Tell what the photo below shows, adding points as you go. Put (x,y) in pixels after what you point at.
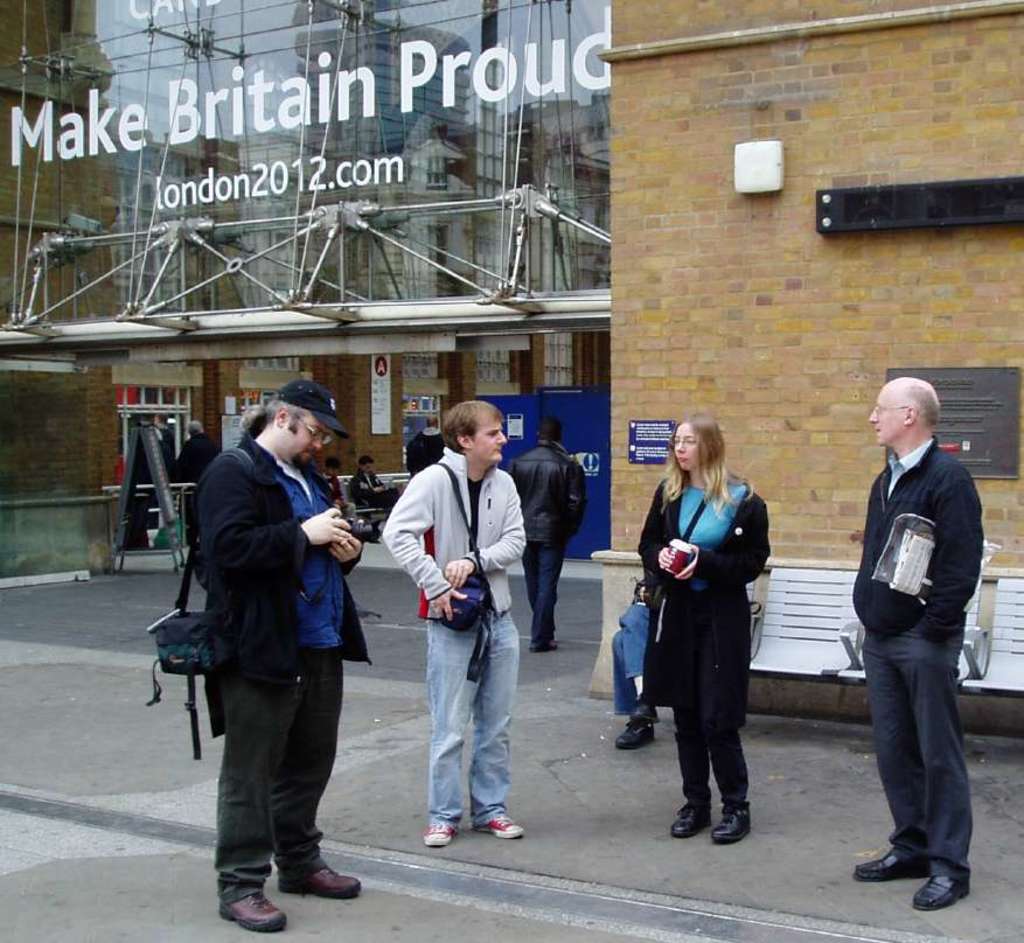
In this image I can see four persons (710,619) are standing on the road (515,880) and I can see a bench (795,611) and a person (638,716) sitting on it. In the background (615,556) I can see the building (622,181), few wires (393,240), a person (561,537) standing and few persons (362,473) sitting and a blue colored board (599,411).
